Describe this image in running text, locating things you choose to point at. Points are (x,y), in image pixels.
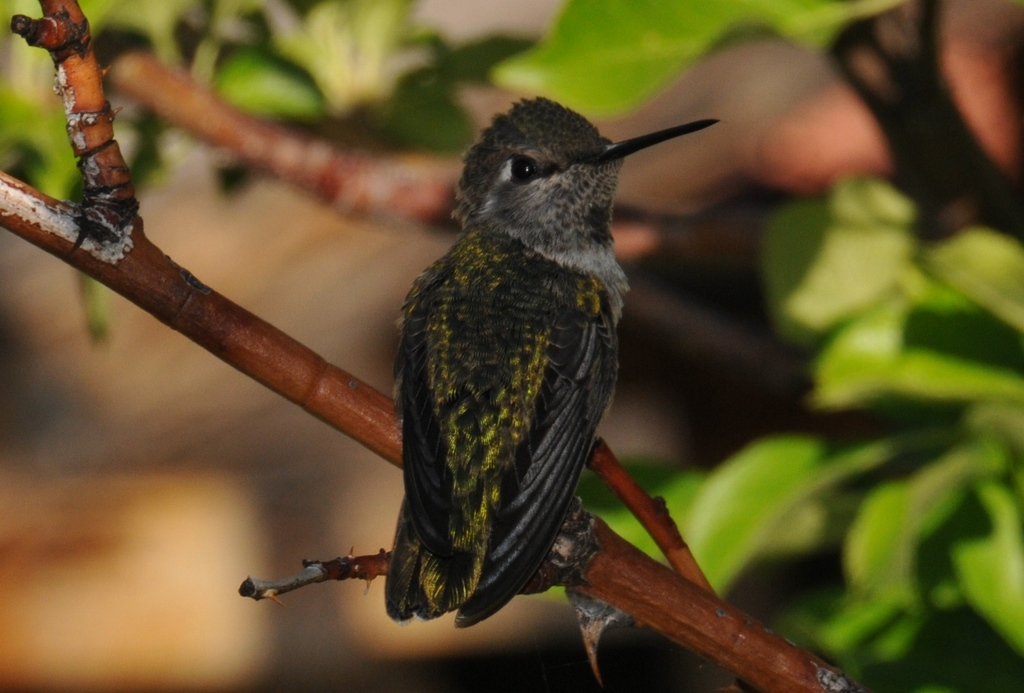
In this image we can see the bird (482,409), tree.
